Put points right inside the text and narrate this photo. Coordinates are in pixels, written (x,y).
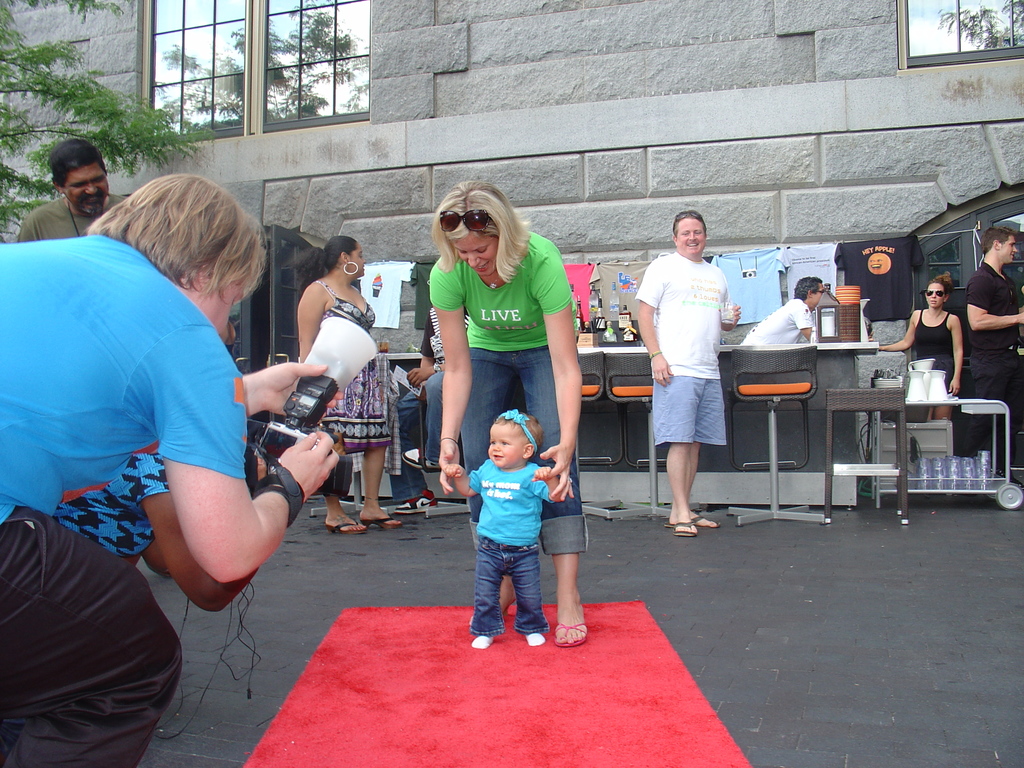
This picture shows few people (684,401) standing and we see a woman (445,431) standing and holding a girl (541,501) with her hands (446,471) and we see a man (172,344) standing and holding a camera (293,438) and taking a picture and we see a man (723,303) holding a glass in his hand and we see a building (473,126) and a tree (137,121) on the side and we see a table (432,474) and few stools (773,370) and a person (432,407) seated on it.
